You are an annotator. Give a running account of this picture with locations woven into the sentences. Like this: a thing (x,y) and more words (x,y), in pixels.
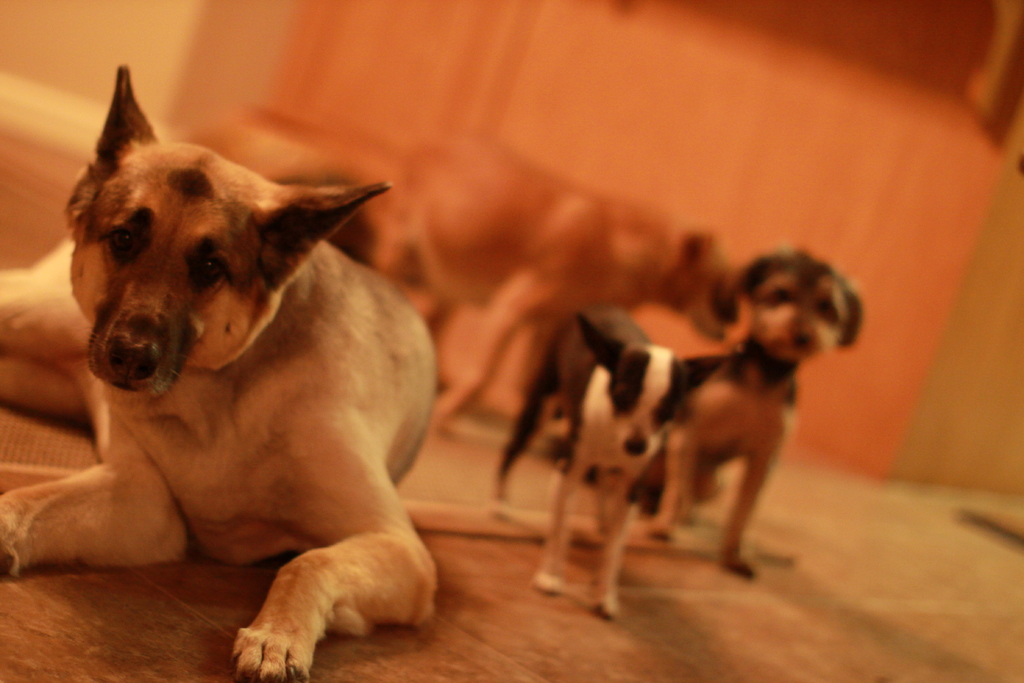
In this picture I can see few dogs (590,376) and I can see blurry background (424,22).
